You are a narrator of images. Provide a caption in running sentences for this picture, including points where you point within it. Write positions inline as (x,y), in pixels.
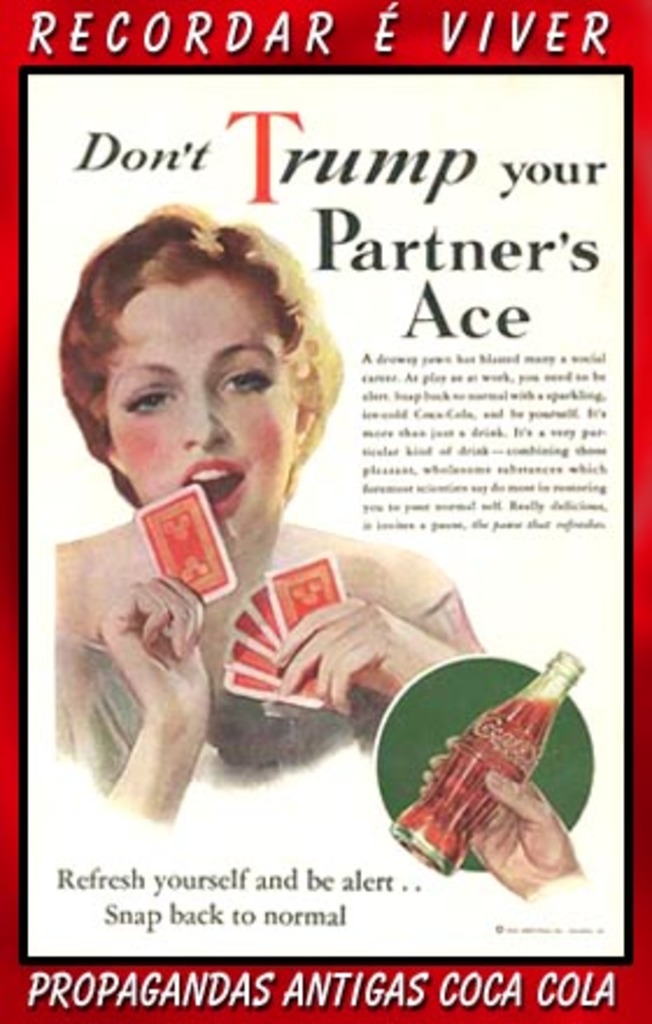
In this picture we can see poster (203,956), in this poster (254,826) we can see a woman (155,466) holding cards (250,654), bottle (444,848) hold with hand (556,832) and some information (231,924).
